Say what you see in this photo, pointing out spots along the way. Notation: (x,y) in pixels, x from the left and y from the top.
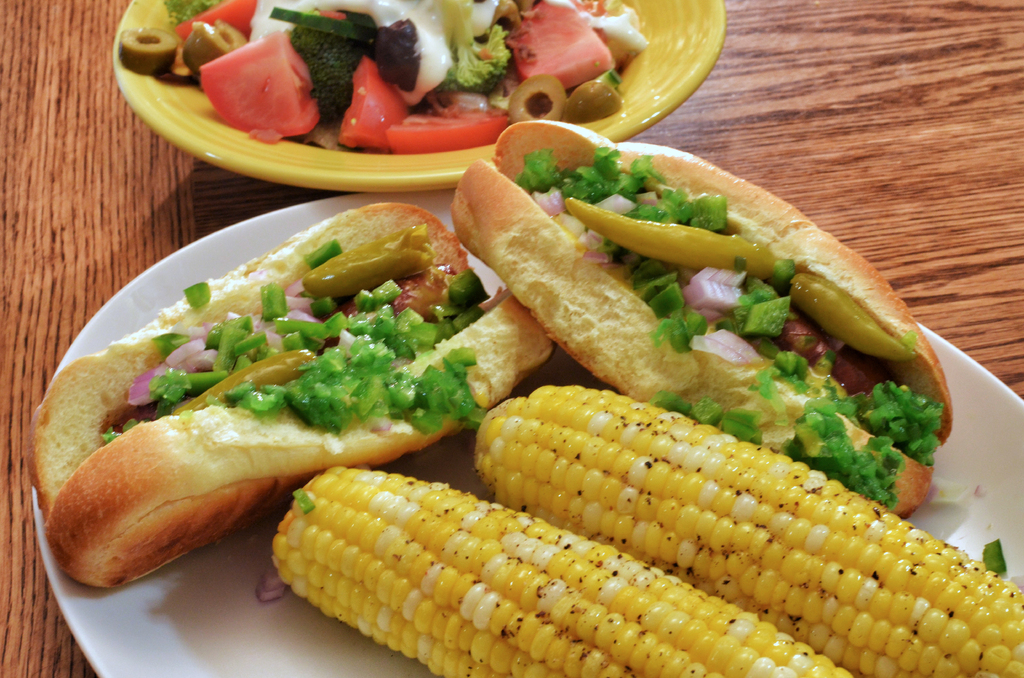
In this image we can see two plates (569,362) on a surface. On the plates (374,202) we can see the variety of food (488,185).
